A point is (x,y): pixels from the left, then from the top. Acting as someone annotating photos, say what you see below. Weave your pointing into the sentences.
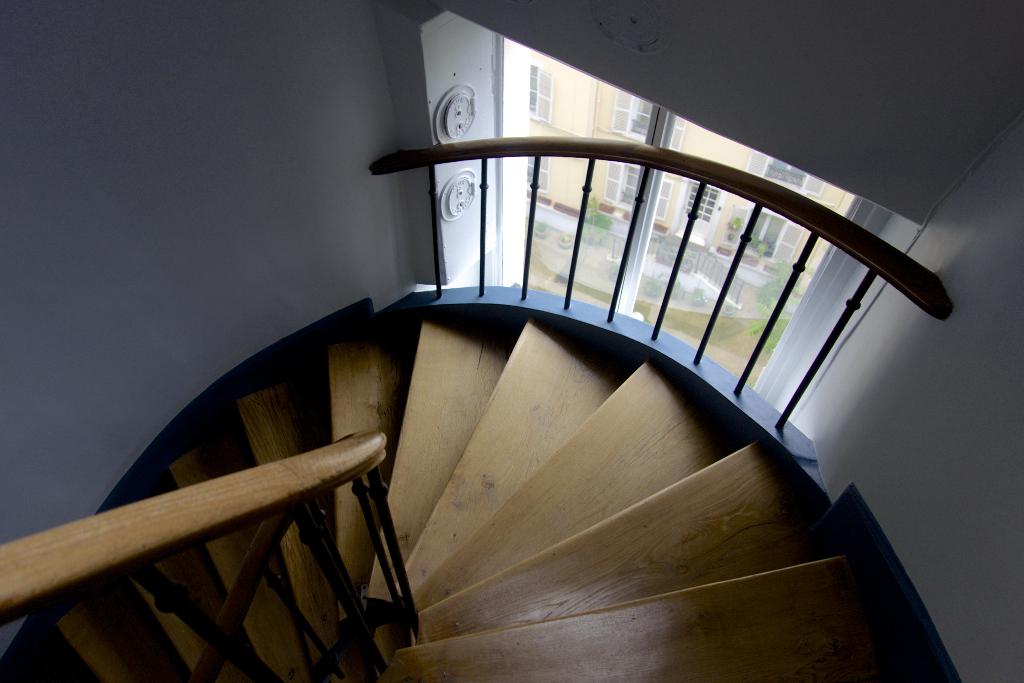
This is the picture of a staircase (508,458) and to the side there is a fencing (294,617) and a window (825,248) from which we can see a house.
